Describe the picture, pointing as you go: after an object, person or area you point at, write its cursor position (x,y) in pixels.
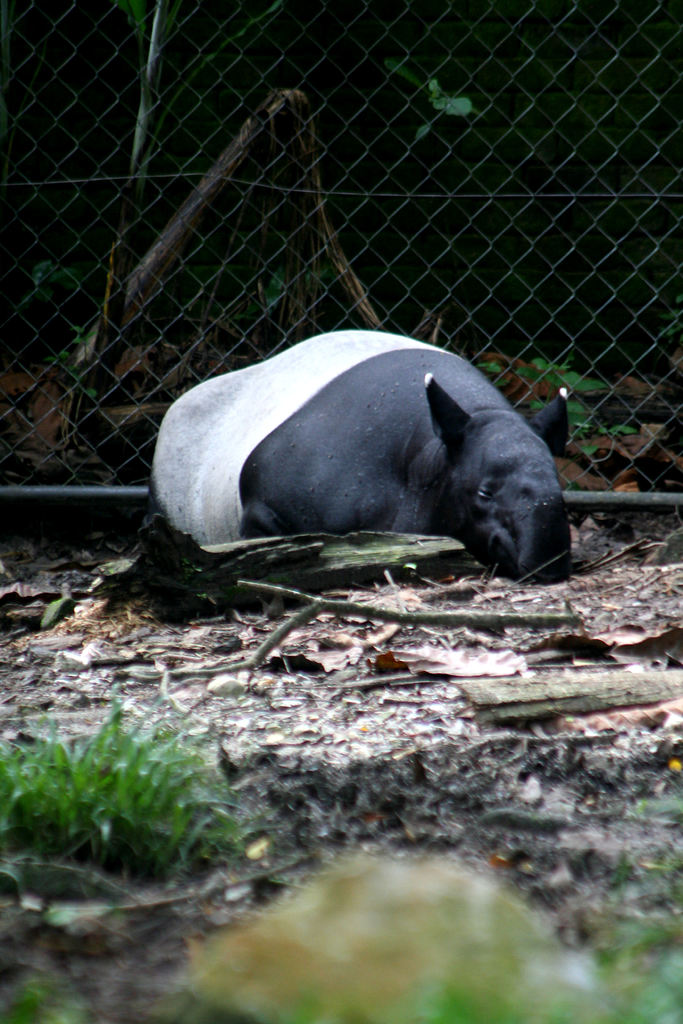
In this picture I can see an animal (299,451), there is grass (205,815), wire fence (510,320), and there are plants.
